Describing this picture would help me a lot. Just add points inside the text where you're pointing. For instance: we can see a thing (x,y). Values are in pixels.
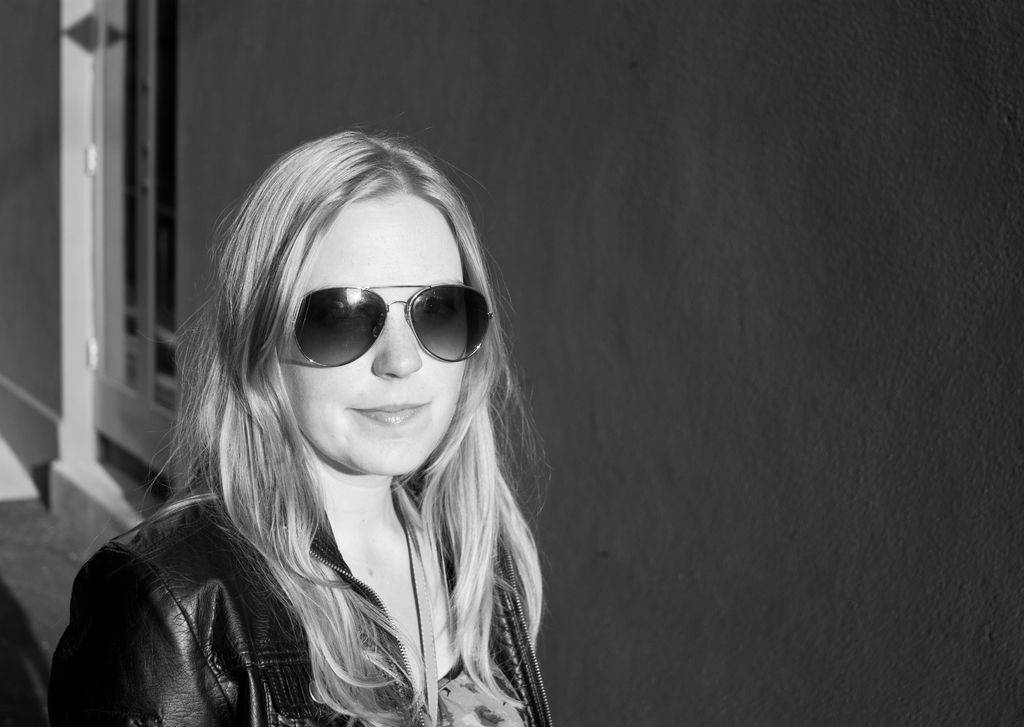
It is the black and white image of a woman (253,538). In the background (238,98) there is a wall (226,70) with the window (133,120).
